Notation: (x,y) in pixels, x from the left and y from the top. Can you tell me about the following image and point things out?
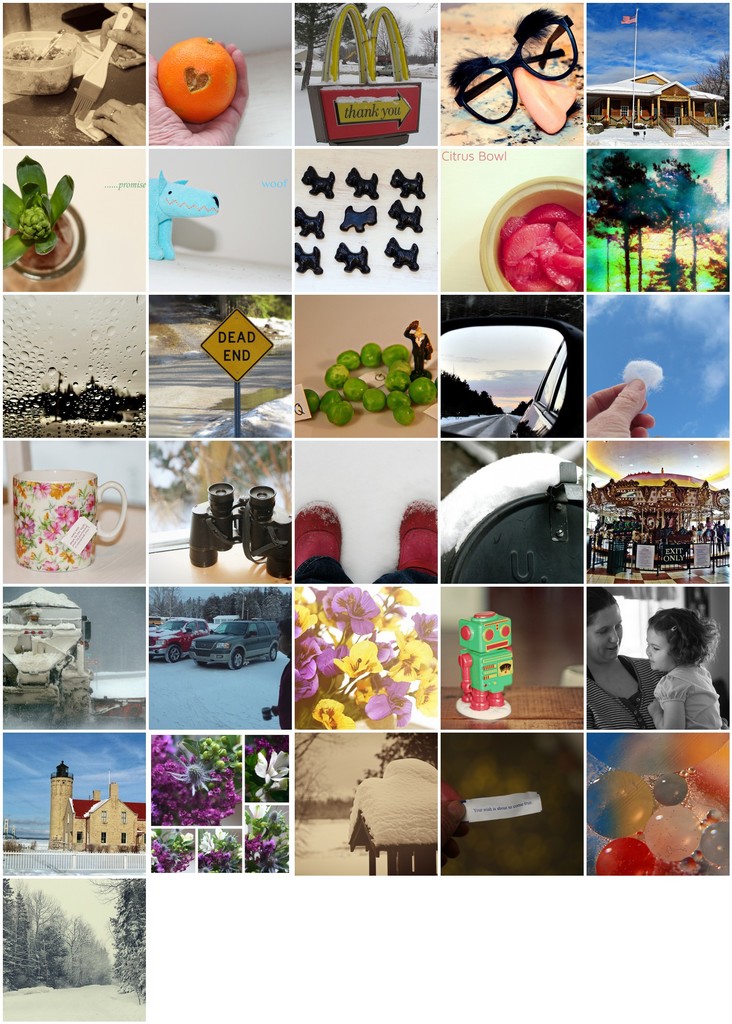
In this image we can see a collage of so many images (365,94).
